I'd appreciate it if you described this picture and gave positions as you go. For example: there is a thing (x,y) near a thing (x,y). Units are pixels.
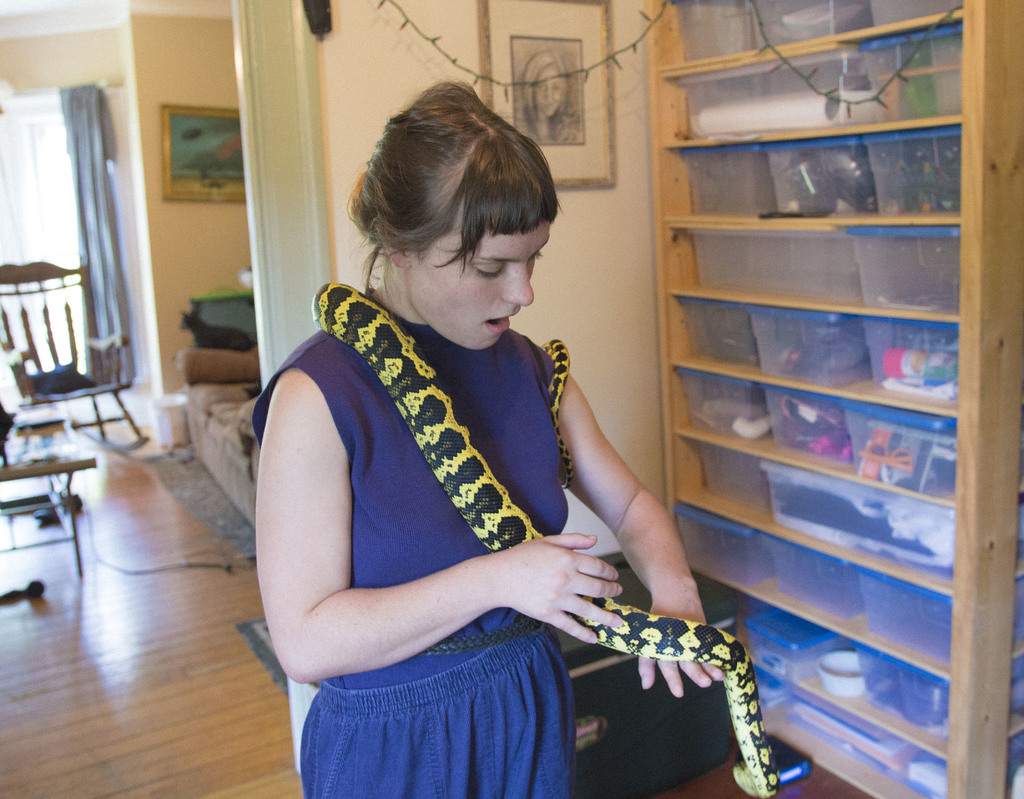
As we can see in the image there is a curtain (104,296), wall (162,230), photo frame (194,153), shelves (674,183) and a woman (449,499) holding snake (443,481). On the left side (48,324) there are chairs (48,324).
